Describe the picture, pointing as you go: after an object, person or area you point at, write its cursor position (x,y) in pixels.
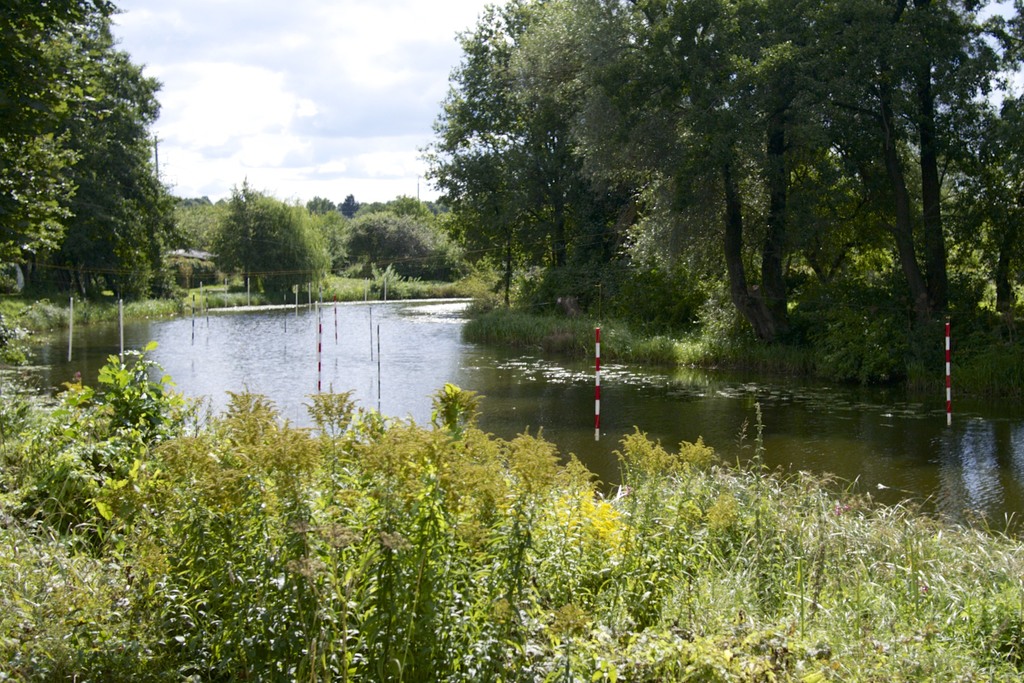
As we can see in the image there are plants (148,502), trees (107,166), water (30,386) and a sky (346,67).
